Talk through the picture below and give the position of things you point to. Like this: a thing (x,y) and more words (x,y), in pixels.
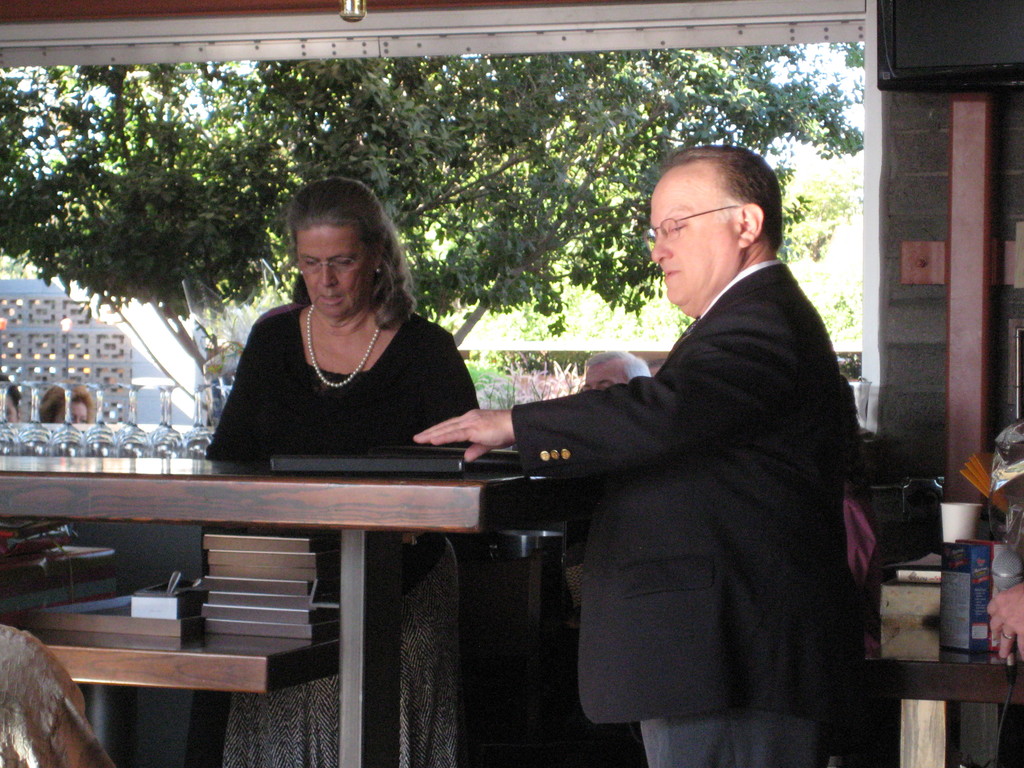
a person (719,475) is standing at the center (647,424). left to him is a woman (423,398), standing. behind them there are trees (489,125).
